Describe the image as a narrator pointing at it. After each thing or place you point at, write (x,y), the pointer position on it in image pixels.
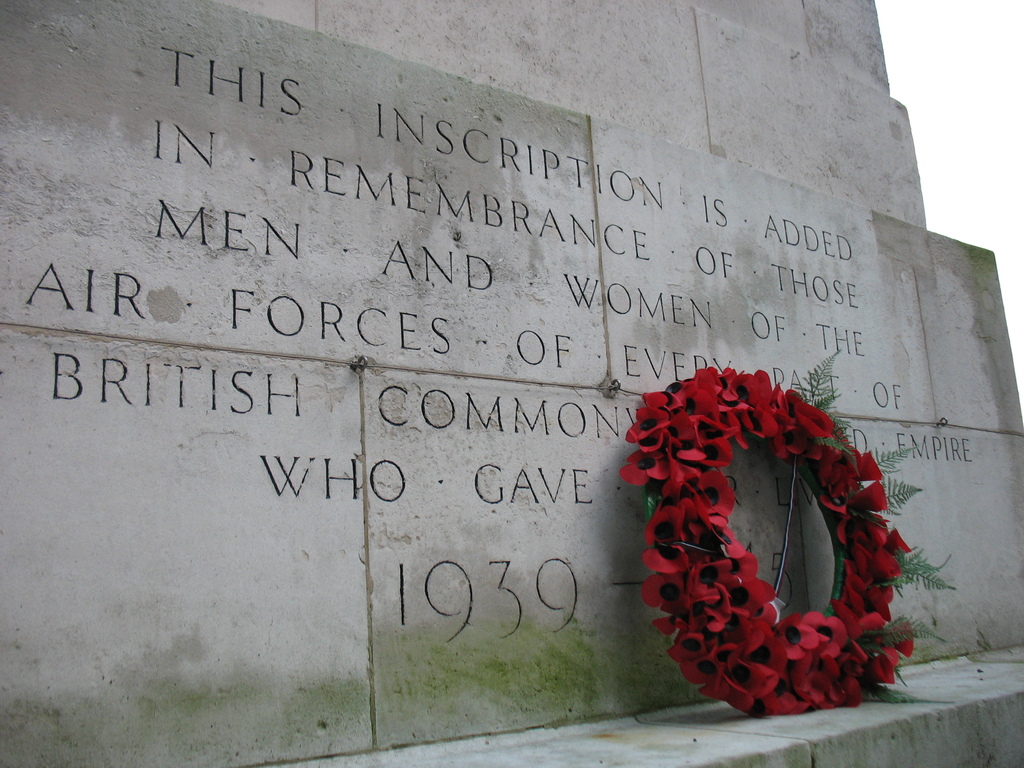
In this image in the front (719,561) there is a wreath (871,490) of poppies (842,639). In the background (474,347) there is a wall (452,230) with some text (453,257) written on it and the sky (941,151) is cloudy.
